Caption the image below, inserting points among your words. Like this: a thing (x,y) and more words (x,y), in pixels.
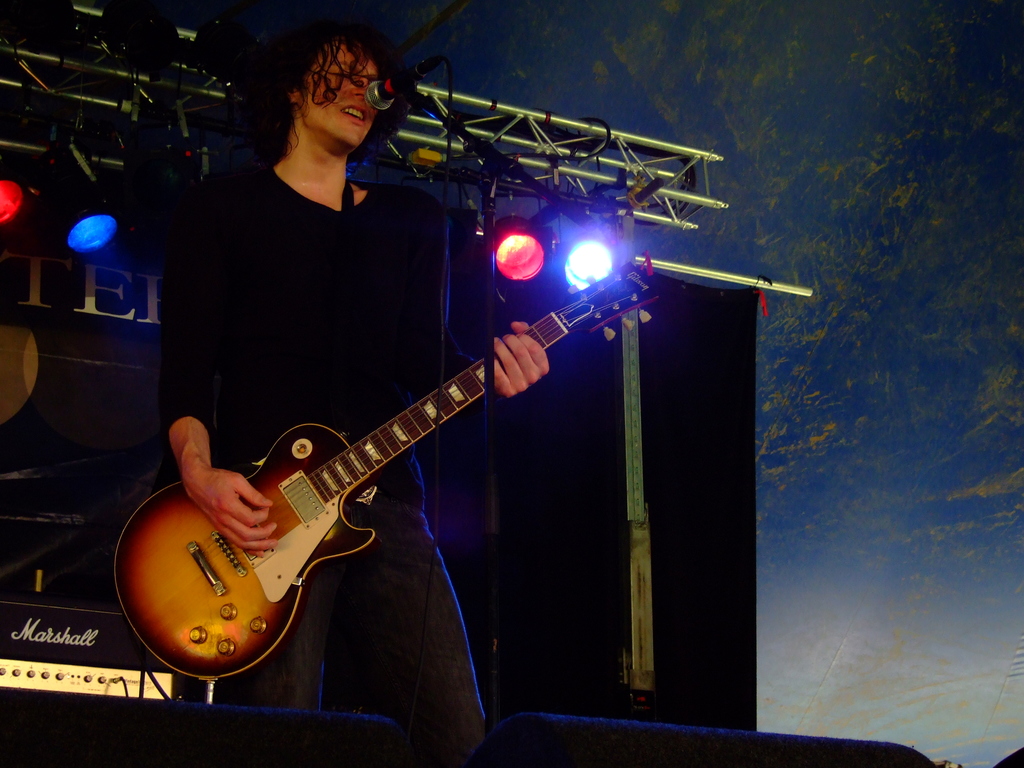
In this picture, there is a man (340,206) who is playing a guitar (355,465) and is also singing. At the back (85,217), there's a light (98,244).
